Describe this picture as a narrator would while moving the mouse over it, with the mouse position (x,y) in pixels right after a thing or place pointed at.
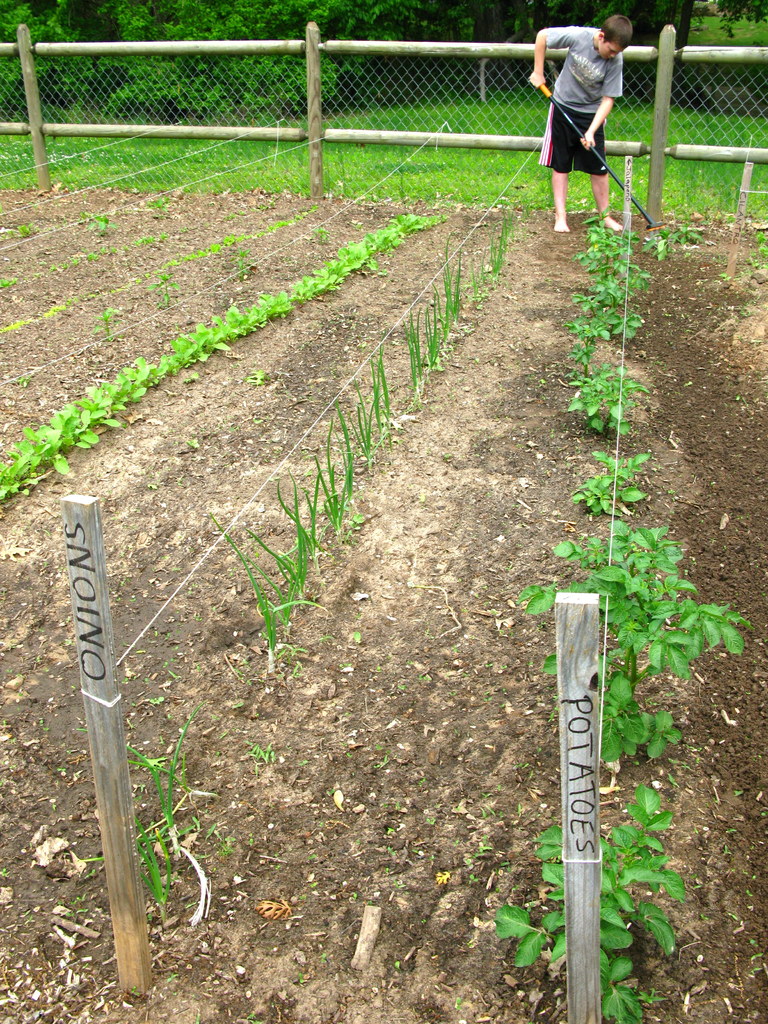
In this image, I can see the plants (99,407). Here is a person (572,142) standing and holding an object (640,209). I can see the ropes (172,594) tied to the wooden pillars (581,685). This looks like a fence (413,142). In the background (272,17), I can see the trees (433,14) and the grass (435,156).
